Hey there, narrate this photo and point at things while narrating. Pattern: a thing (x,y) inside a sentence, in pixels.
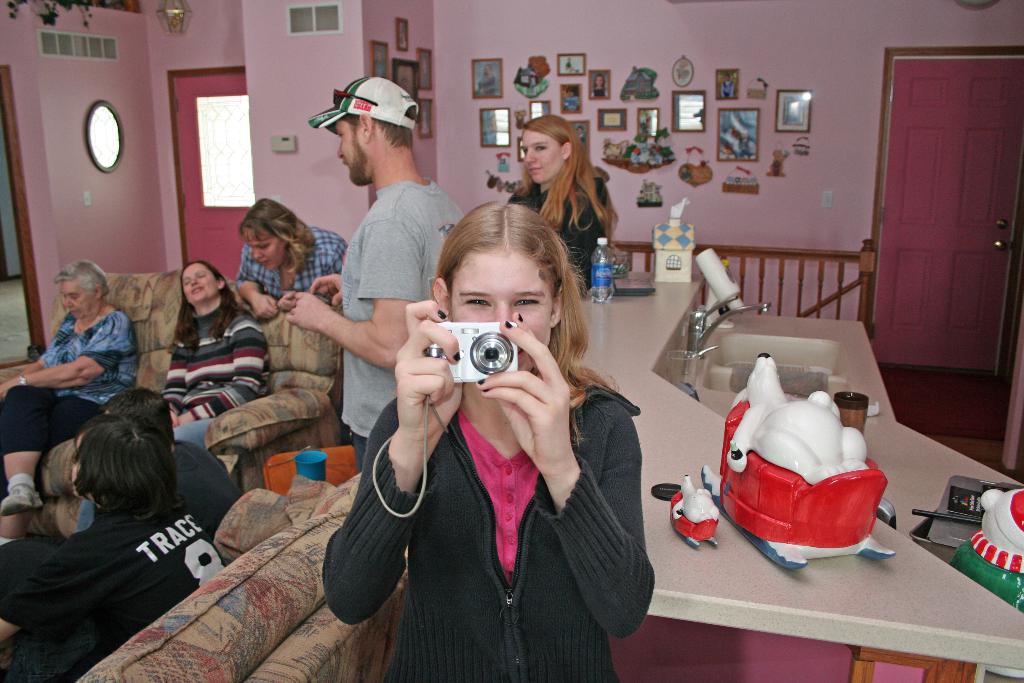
As we can see in the image there is a wall (49,161), a mirror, door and photo frames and in the front (323,507) there are few people (391,488) standing and sitting on sofas (266,640) and the women (531,370) who is standing here is holding camera (483,361) in her hand (404,360).
